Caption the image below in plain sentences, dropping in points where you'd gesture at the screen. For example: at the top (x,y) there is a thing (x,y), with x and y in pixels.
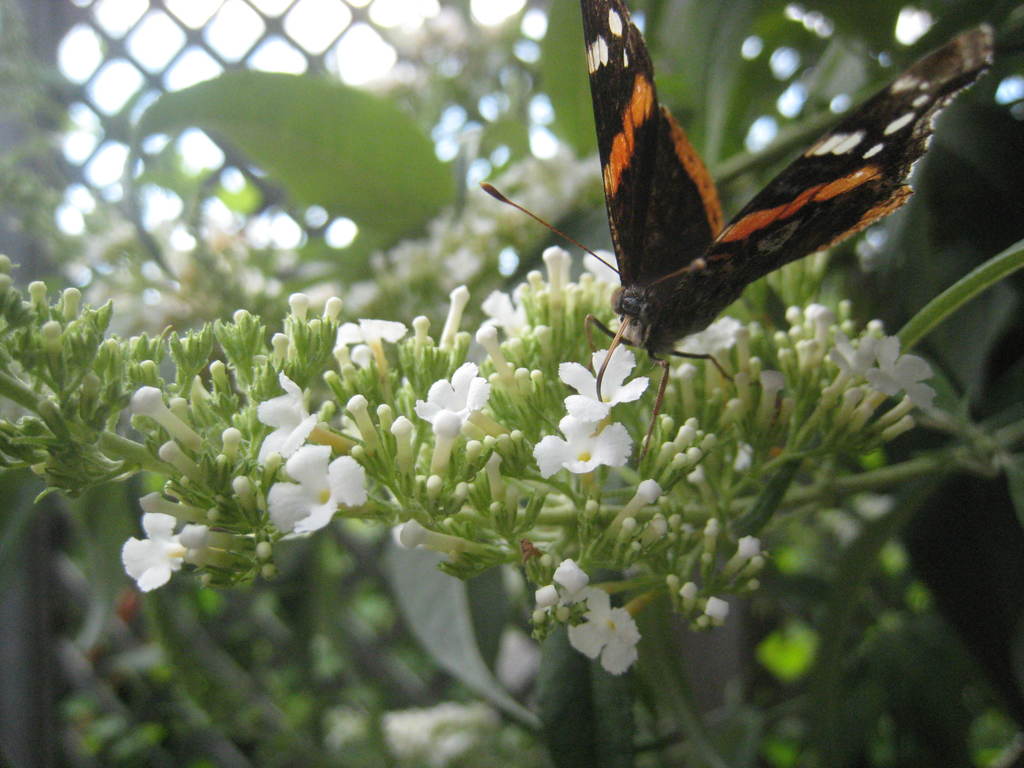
There is one butterfly (672,337) is on the flowers (579,396) as we can see in the middle of this image (675,379).
